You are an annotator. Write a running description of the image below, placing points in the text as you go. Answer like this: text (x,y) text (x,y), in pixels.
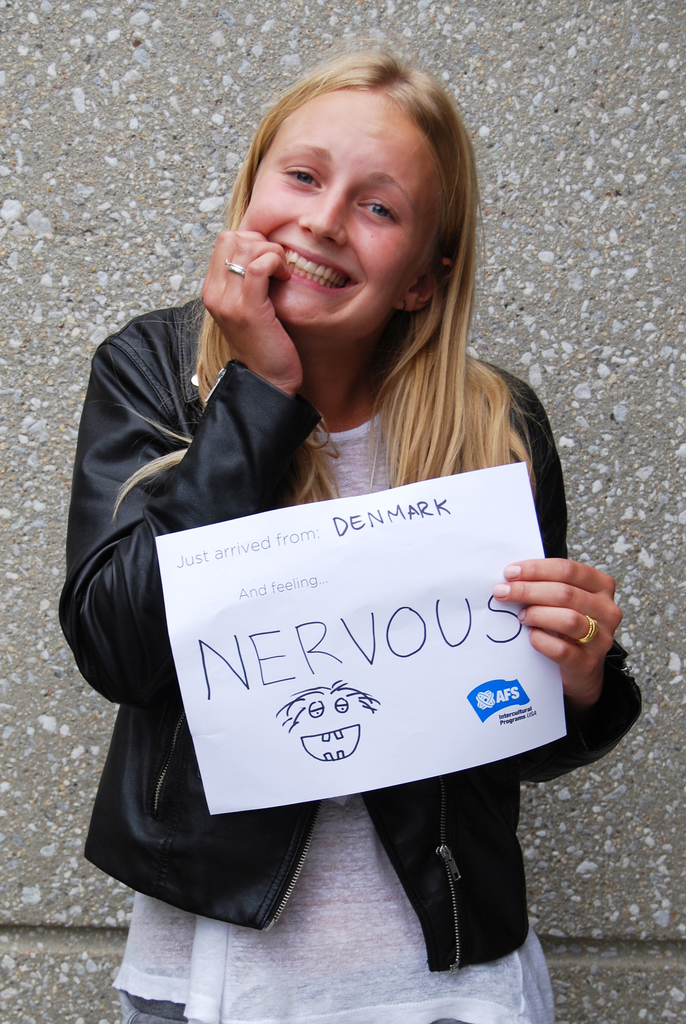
In this image we can see a lady (225,869) who is wearing the jacket (225,869) and holding the paper (467,756) on which there is something written.
